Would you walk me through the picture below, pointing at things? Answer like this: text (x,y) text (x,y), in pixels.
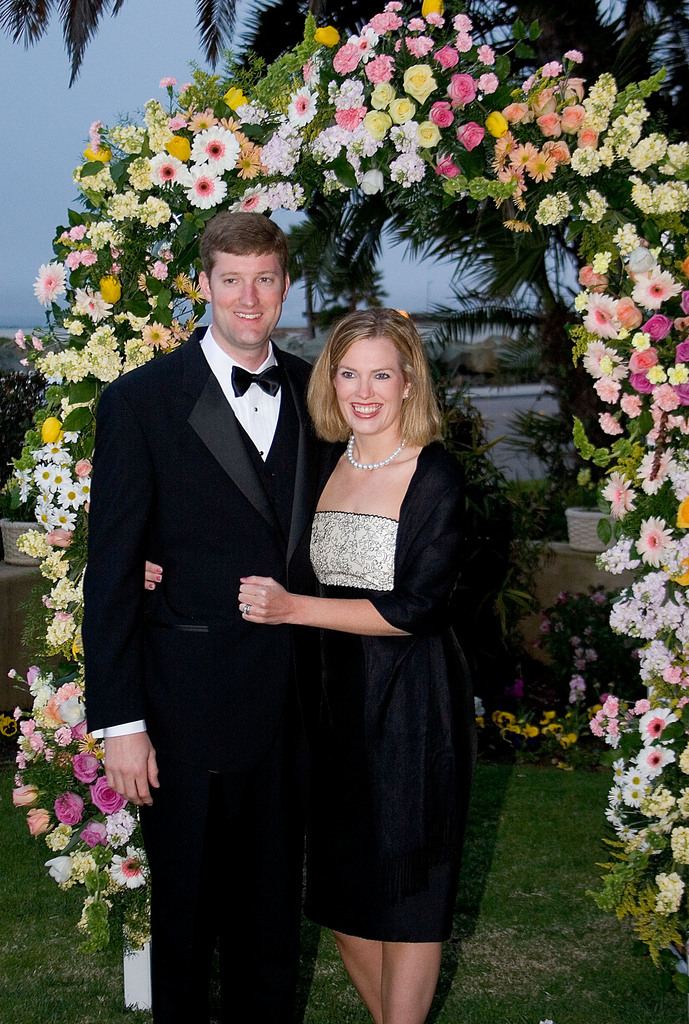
In this image, I can see two persons (356,632) standing and smiling. Behind the two persons (173,598), I can see an arch (58,800) with flowers (661,283) and there are plants (527,704) on the grass (534,857). In the background (407,307) there are trees (543,447) and the sky (73,97).
